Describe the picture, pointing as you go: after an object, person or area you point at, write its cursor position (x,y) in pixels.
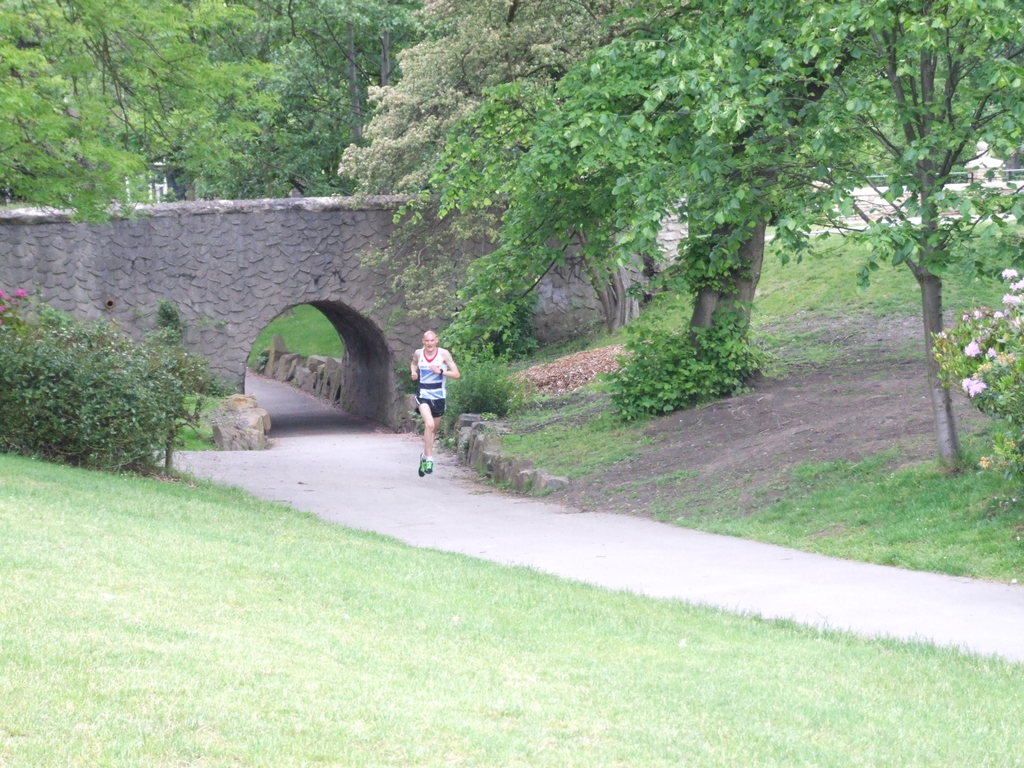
In this picture we can see a man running on the path (490,517) surrounded by trees (753,264) and grass (837,540).
